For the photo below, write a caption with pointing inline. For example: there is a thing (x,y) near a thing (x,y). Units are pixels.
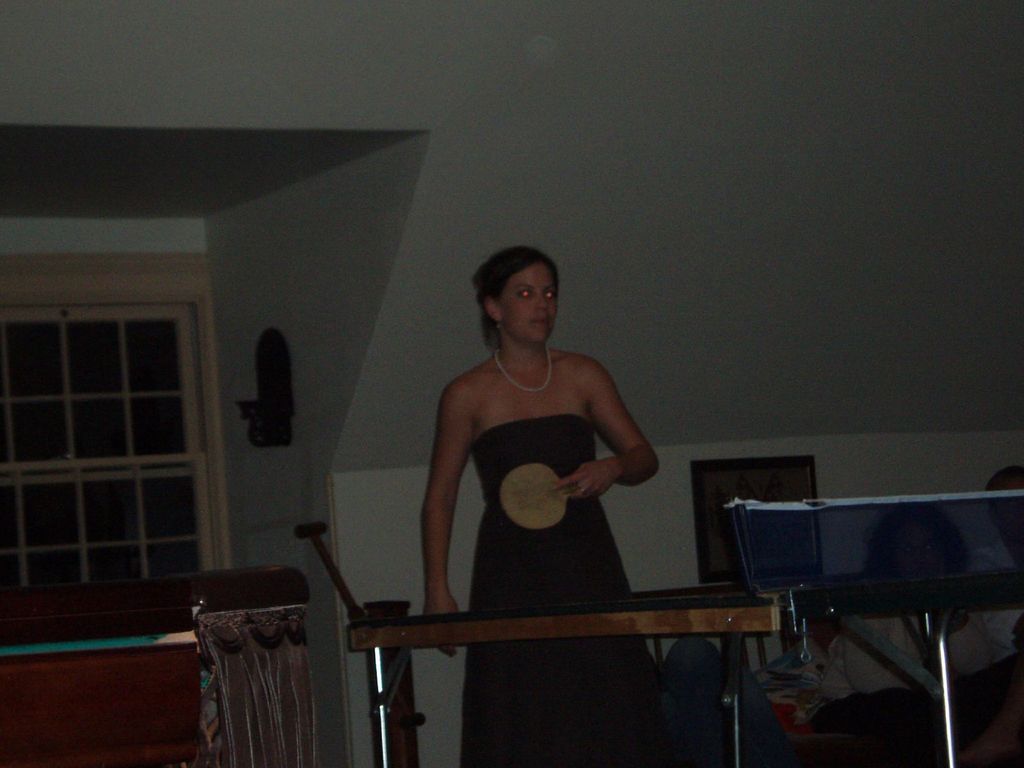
In this picture we can see a lady (561,438) in black dress (571,502) holding a bat (551,493).
